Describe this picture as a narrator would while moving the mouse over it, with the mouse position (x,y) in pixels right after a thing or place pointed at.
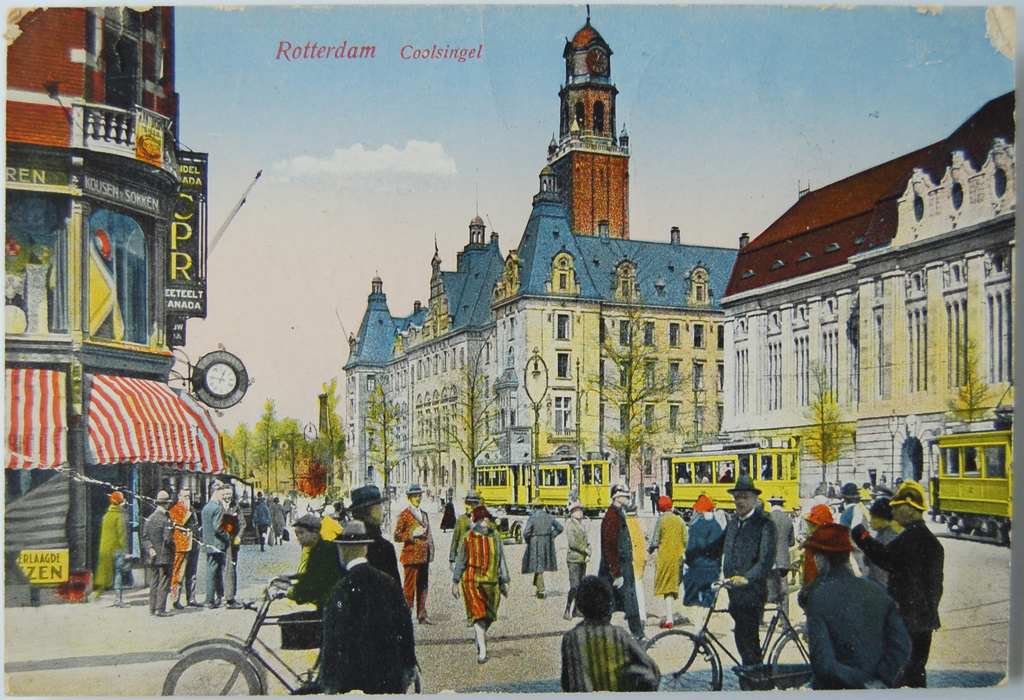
This image is a painting. In this image there are buildings (856,405) and trees (318,441). At the bottom (412,552) there are people (836,607) and there are vehicles (557,515) on the road (522,638). In the background (524,163) there is sky (470,99) and we can see text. There are boards (101,182).
